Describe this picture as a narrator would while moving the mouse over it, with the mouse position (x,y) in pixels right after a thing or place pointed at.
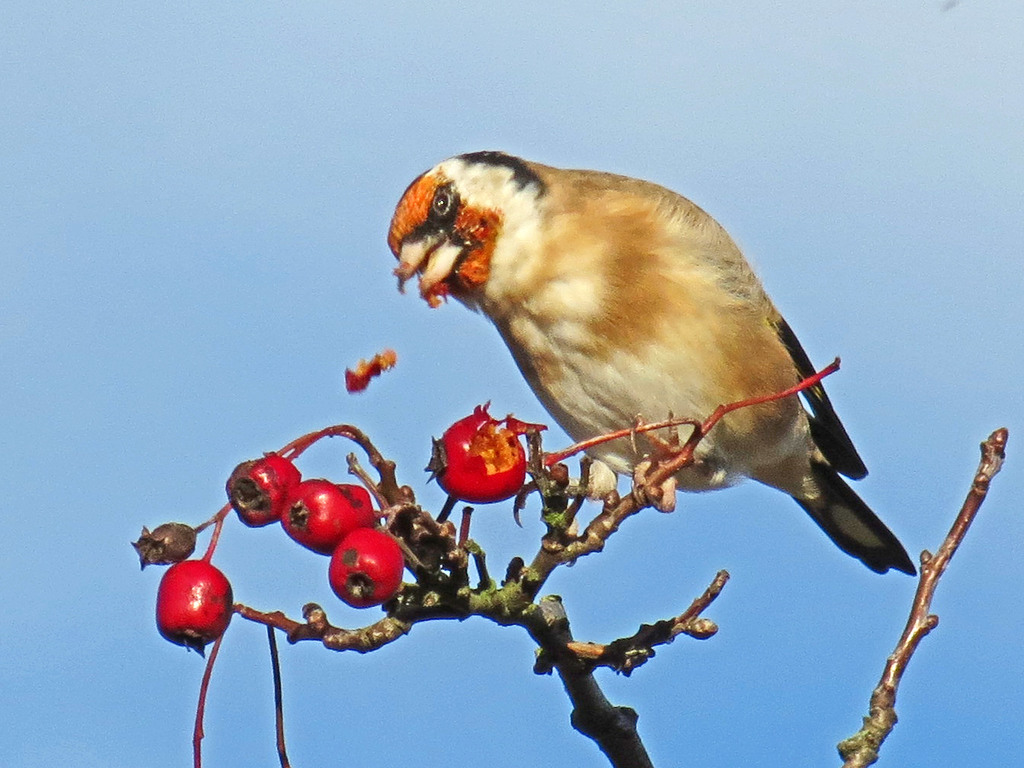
Bird (602,380) is on the branch (539,626). Here we can see the fruits (484,455). Sky (228,299) is in blue color.
